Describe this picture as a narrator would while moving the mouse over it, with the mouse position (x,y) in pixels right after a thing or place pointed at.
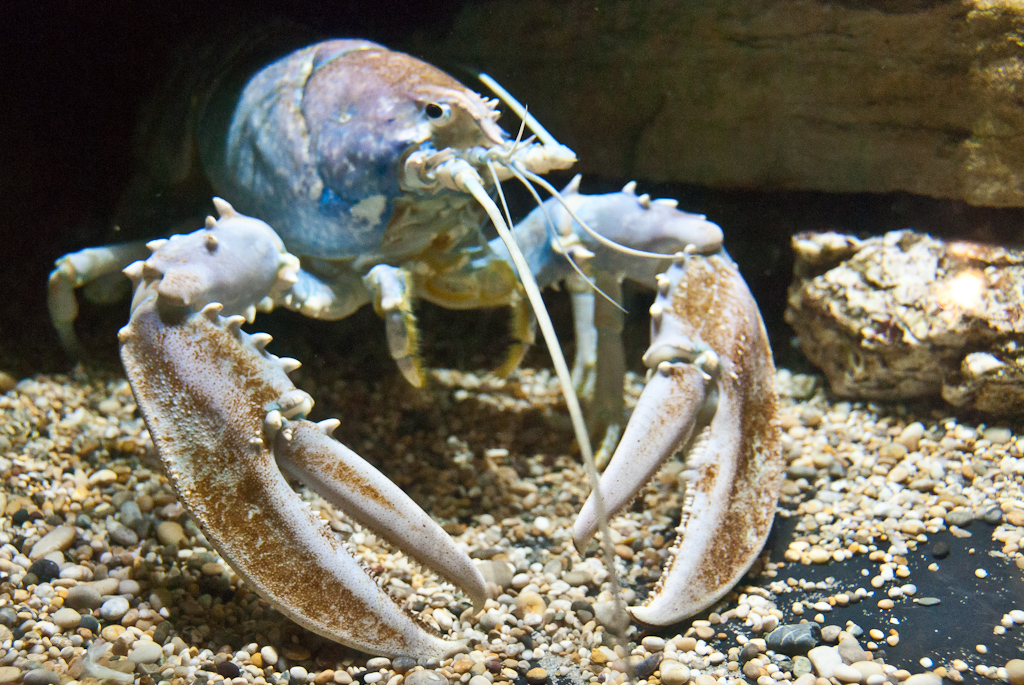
In the center of the image (527,240) we can see a lobster (499,288) on the stones (407,567). In the background (654,28) there is a wall (746,53) and a rock (946,300).
